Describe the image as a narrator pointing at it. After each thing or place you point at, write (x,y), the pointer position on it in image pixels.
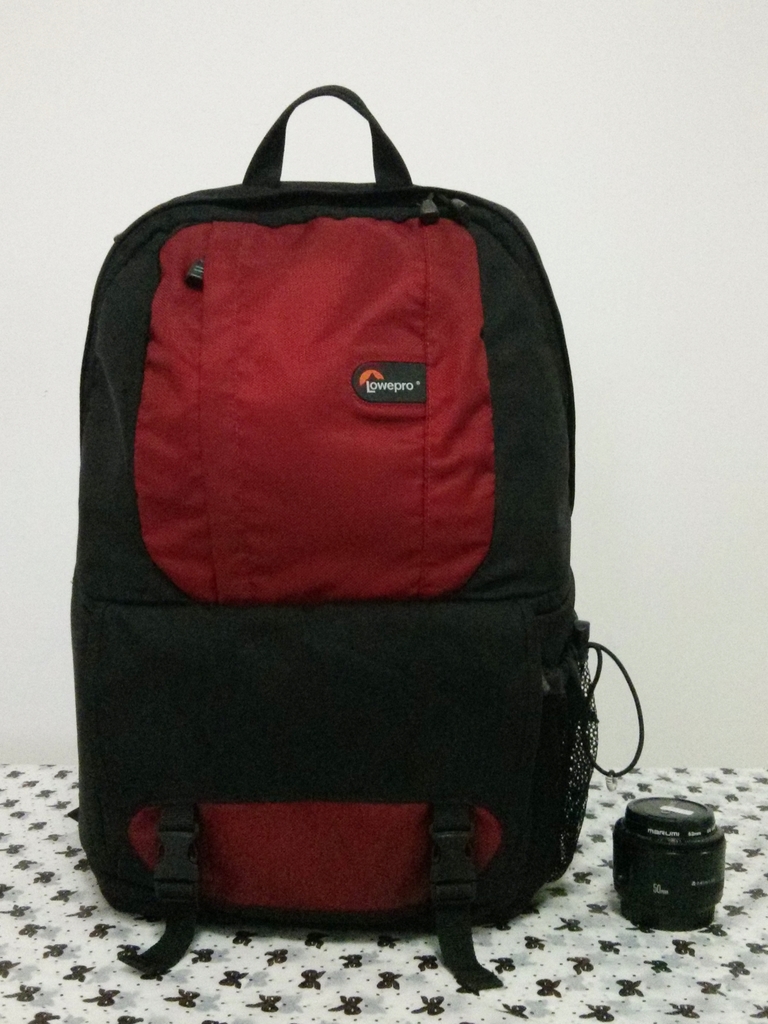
In this image i can see red color backpack (303,478) and at the right side of the image (627,832) there is a lens (673,848).
